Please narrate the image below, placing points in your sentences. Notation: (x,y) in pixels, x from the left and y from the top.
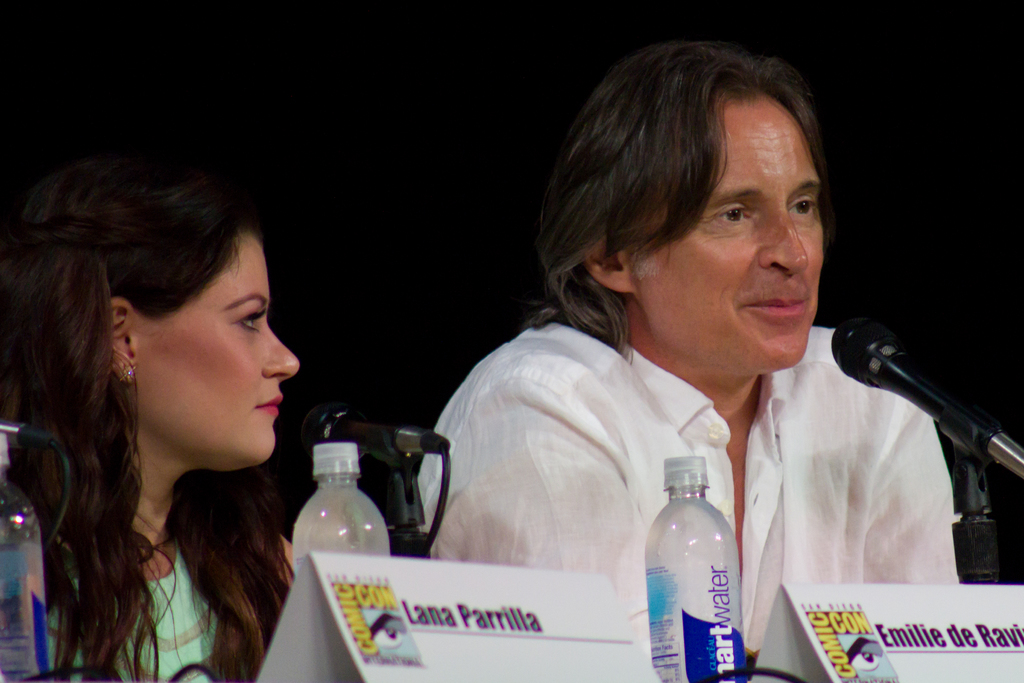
In the image there is a man (766,350) talking on mic (874,373) and beside him there is a woman (164,437), in front (438,645) there is name board (500,630) and water bottles (702,592).
